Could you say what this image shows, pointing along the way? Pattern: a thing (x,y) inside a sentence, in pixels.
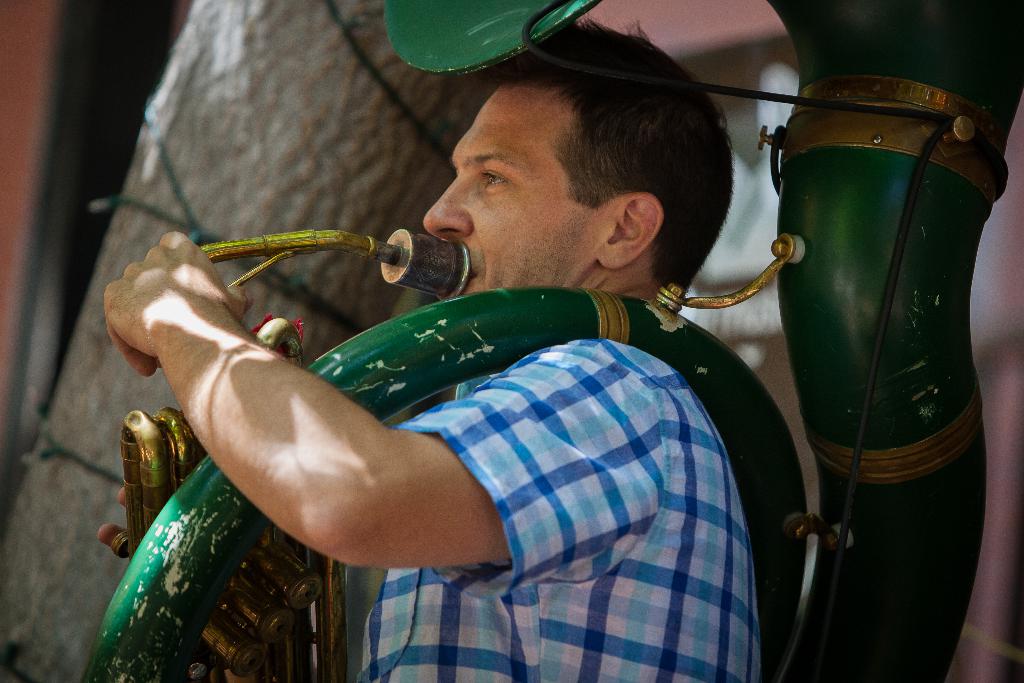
In the middle of the image (542,250) we can see a man (517,243), he is playing a musical instrument (345,356).
